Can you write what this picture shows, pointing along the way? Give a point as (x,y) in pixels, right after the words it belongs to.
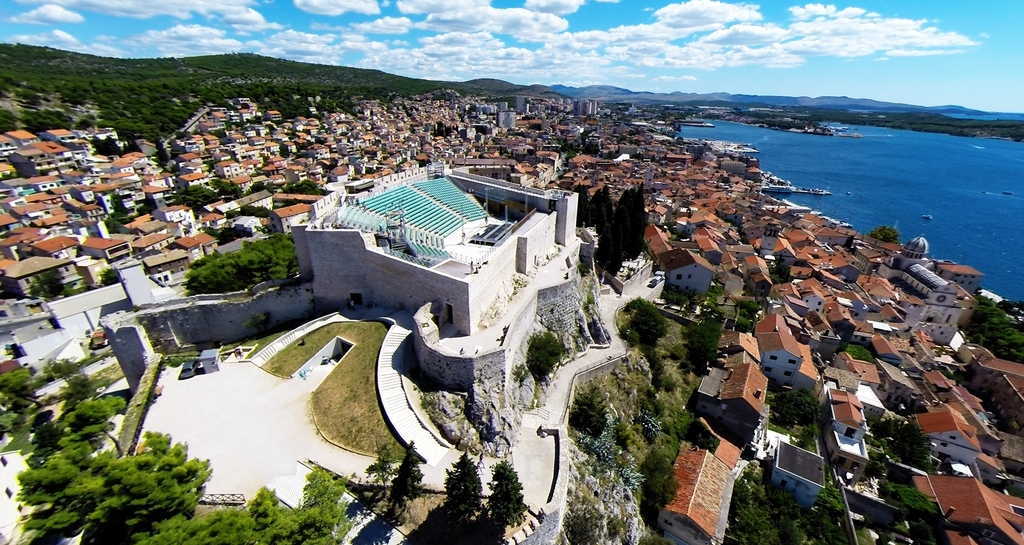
In this image, I can see the view of a city (219,188) with the buildings (332,204), houses (620,165), trees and hills (358,97). On the right side of the image (876,192), there is water (844,173). In the background (470,46), I can see the sky (620,52).
